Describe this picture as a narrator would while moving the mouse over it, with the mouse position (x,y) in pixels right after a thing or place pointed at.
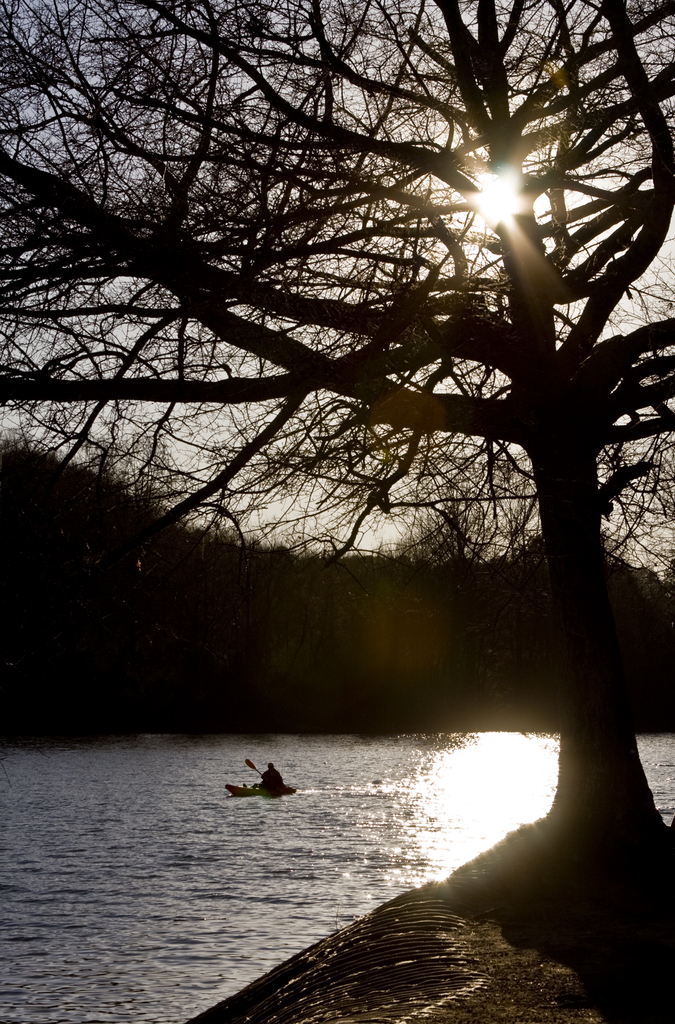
In this image we can see a person (274,775) sailing a boat (290,789) on the water (307,808) with an oar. We can also see a group of trees (281,650) and the sky (270,405).
